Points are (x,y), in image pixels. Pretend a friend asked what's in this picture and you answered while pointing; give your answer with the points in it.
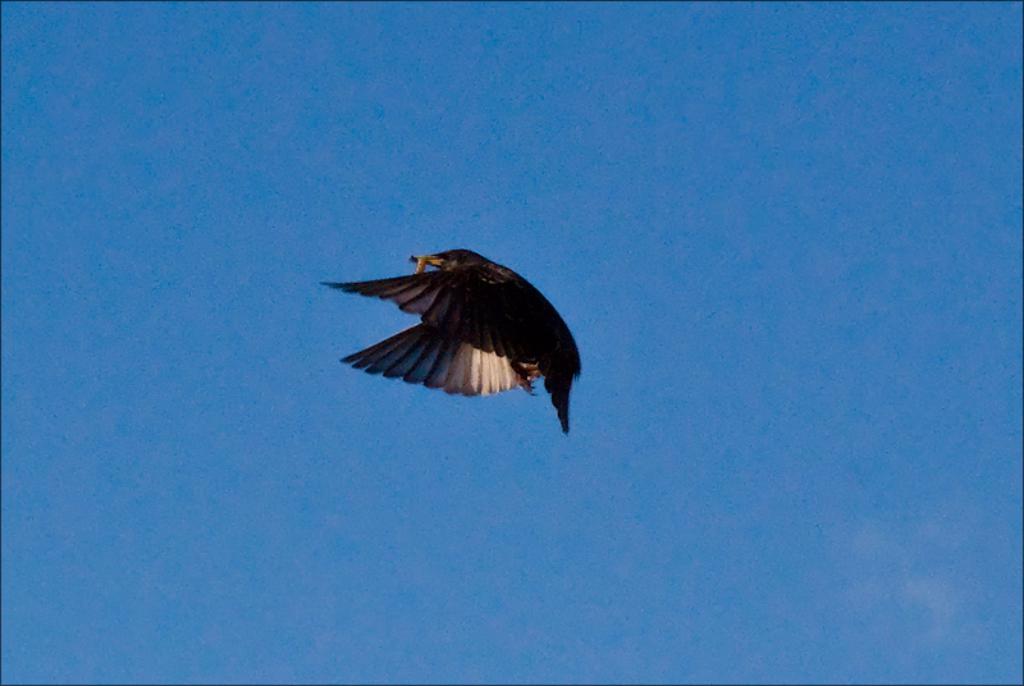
In this image, we can see a bird (463,334) is flying in the air (387,251). In the background (326,312) we can see the sky (409,387).
